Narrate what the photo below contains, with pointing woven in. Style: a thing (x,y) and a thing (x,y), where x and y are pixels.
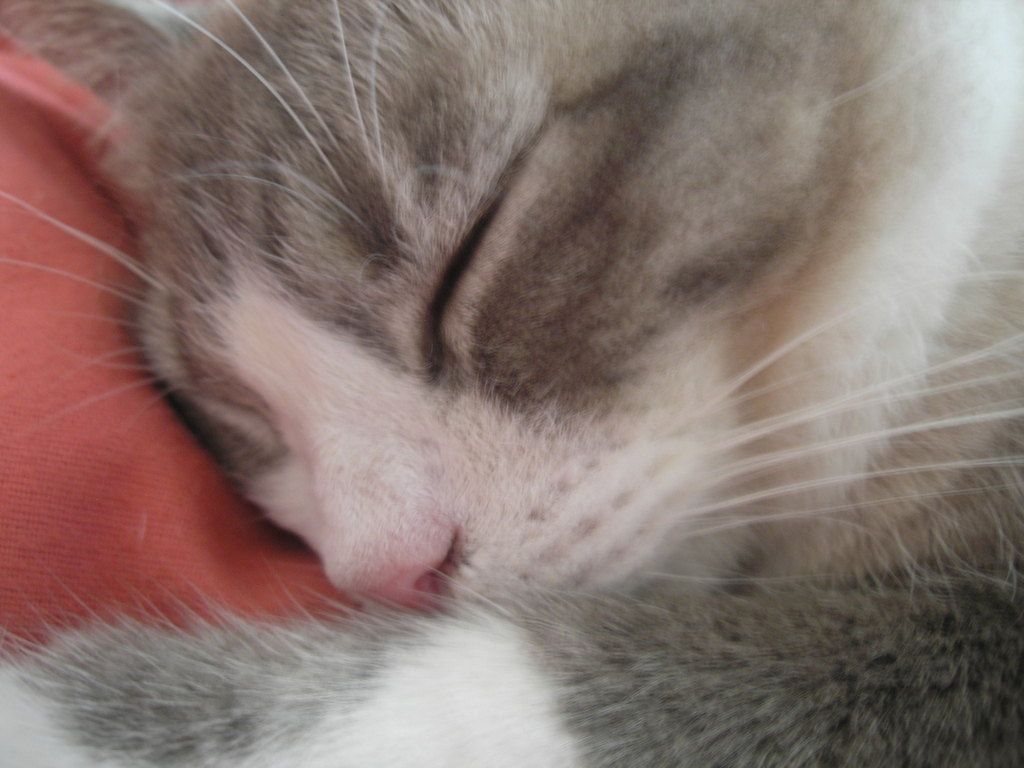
In this image, I can see a cat (727,565) sleeping on a cloth (102,484).
